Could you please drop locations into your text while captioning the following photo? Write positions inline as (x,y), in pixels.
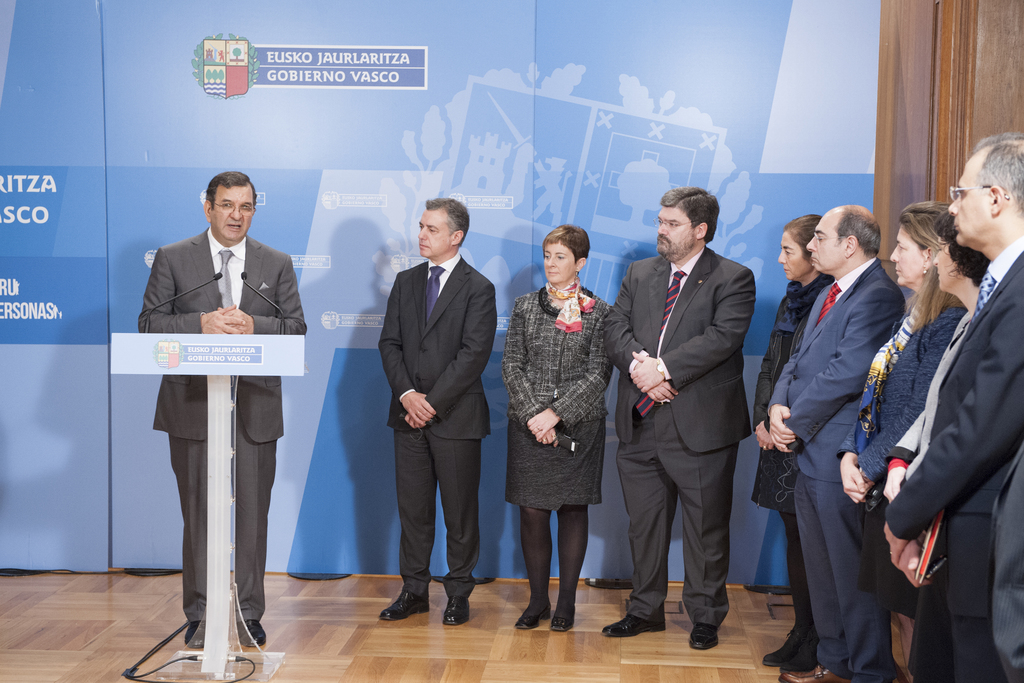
In this image a person (175,323) wearing suit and tie (228,270) is standing behind the podium (181,340) having mics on it. Beside him there is a person (483,404) wearing black suit (460,384) and tie (439,277) is standing beside to a woman (529,372). There are few persons (820,427) standing on the floor (597,612). Behind them there is a banner (541,196).
